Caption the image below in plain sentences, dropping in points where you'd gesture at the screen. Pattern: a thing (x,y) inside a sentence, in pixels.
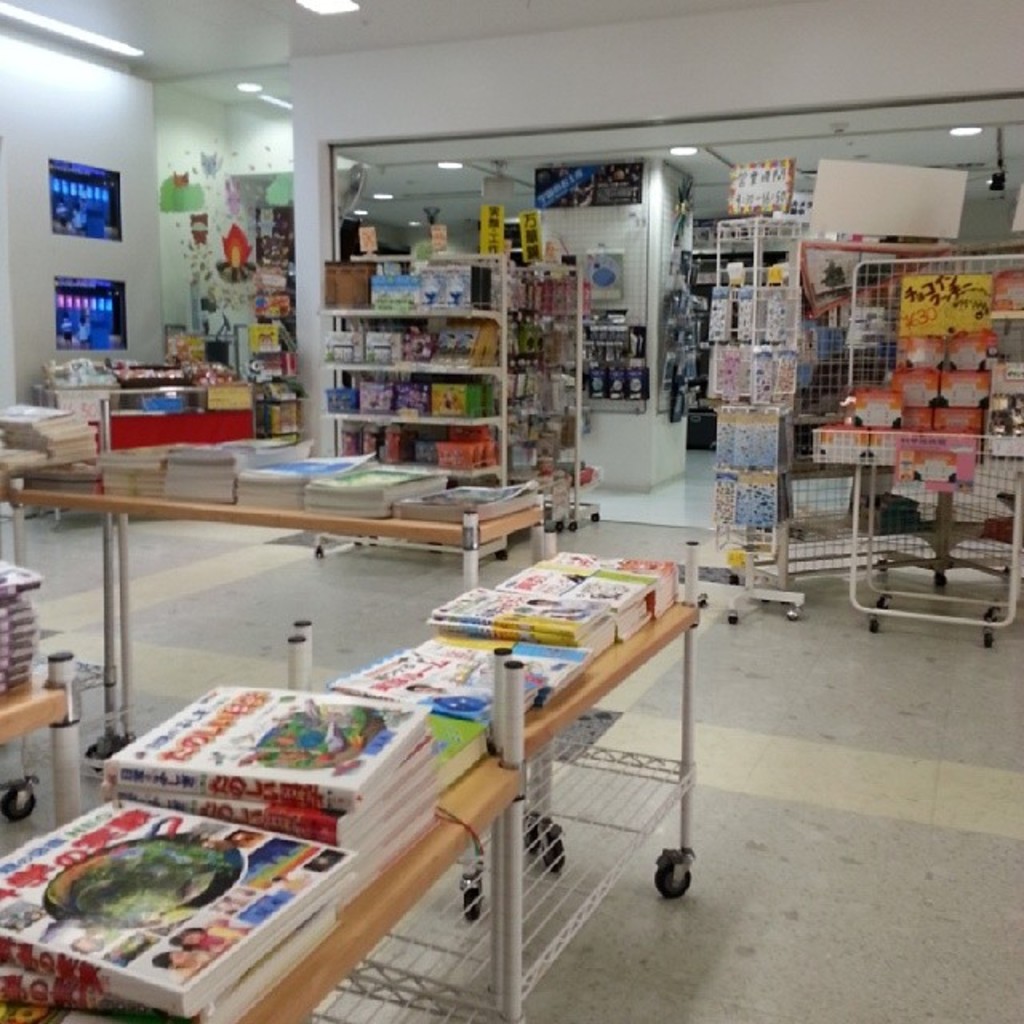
This picture is an inside view of a store (357,476). In this picture we can see the racks (484,421), wall (814,0). In the racks (515,453) we can see the books (17,927). In the background of the image (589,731) we can see the floor (569,735). At the top of the image (486,225) we can see the lights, posters (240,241) on the wall (605,240) and roof (389,222).
